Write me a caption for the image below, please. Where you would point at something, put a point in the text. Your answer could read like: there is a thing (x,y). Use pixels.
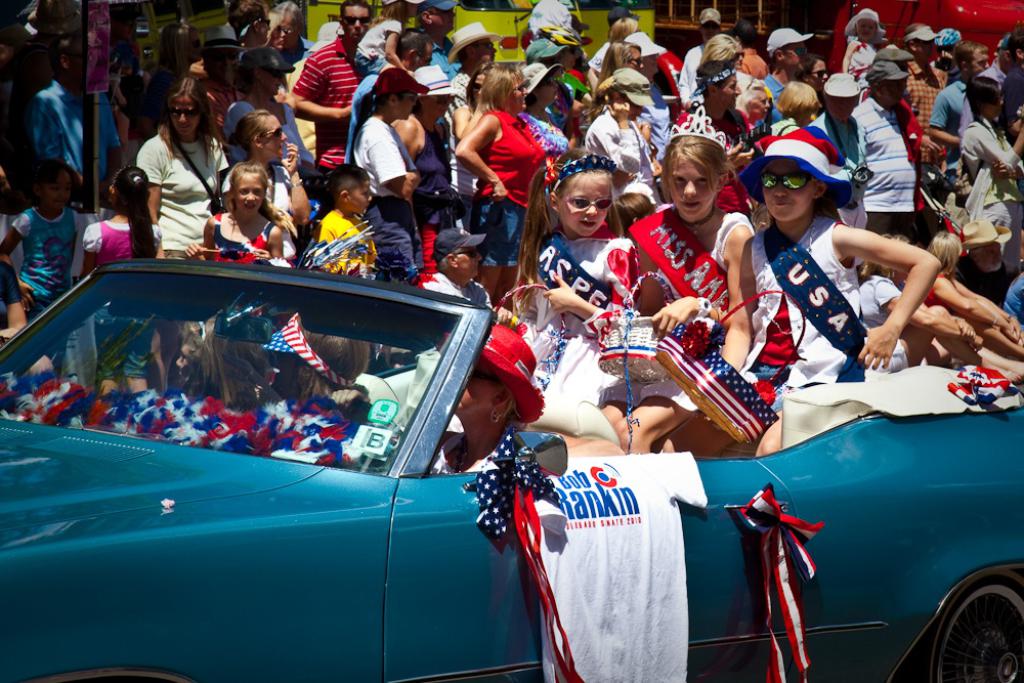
there is a car (224,475) in the given picture in which a woman (448,443) is riding it. In the car (431,473) there are three girls (704,295) sitting. In the background (180,206) there are some people (654,105) standing and watching the show.
